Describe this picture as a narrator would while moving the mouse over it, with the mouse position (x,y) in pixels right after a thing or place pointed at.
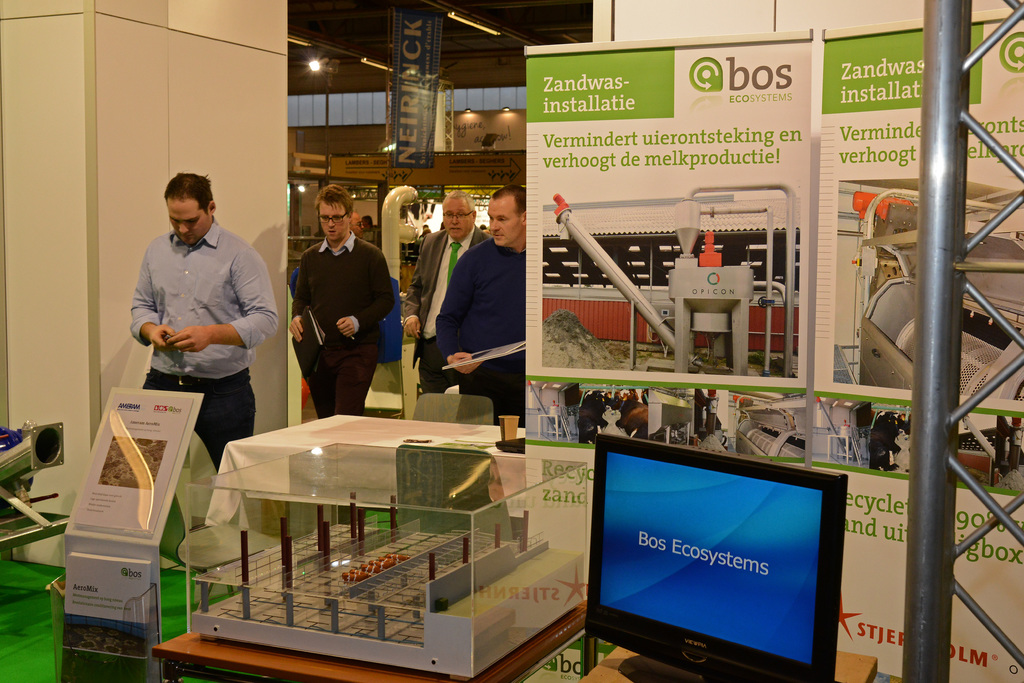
In the picture I can see people (369,323) walking on the floor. On the right side of the image (718,343) I can see banners (712,278), a monitor (696,546), a table (262,667) which has glass object (305,595) on it and some other objects (123,516) on the floor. In the background of the image (347,105) I can see lights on ceiling (469,13), a white color wall (146,146) and some other objects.
